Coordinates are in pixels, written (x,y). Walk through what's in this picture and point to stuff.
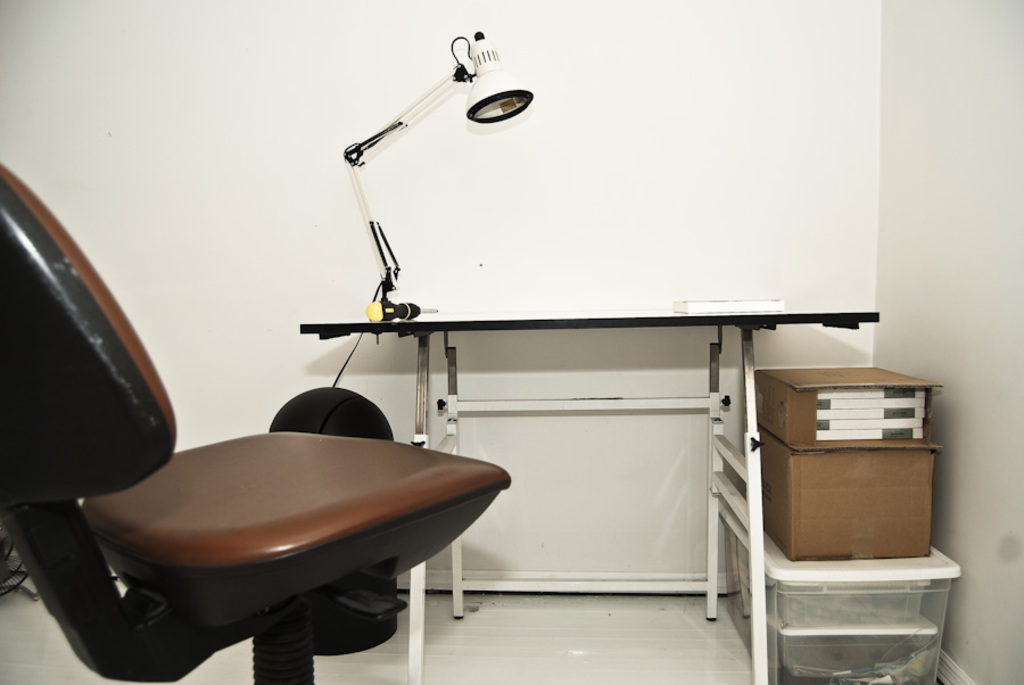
In this image there is a table (553,314) in the middle (542,314) on which there is a lamp (389,138) on the left side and a book (700,312) on the right side (700,312). In front of the table (690,320) there is a chair (238,512). On the right side (852,454) there are boxes (878,500) near the wall (998,267). Beside the table (422,371) there is a dustbin (331,395). In the background (376,377) there is a white color wall (376,377).
